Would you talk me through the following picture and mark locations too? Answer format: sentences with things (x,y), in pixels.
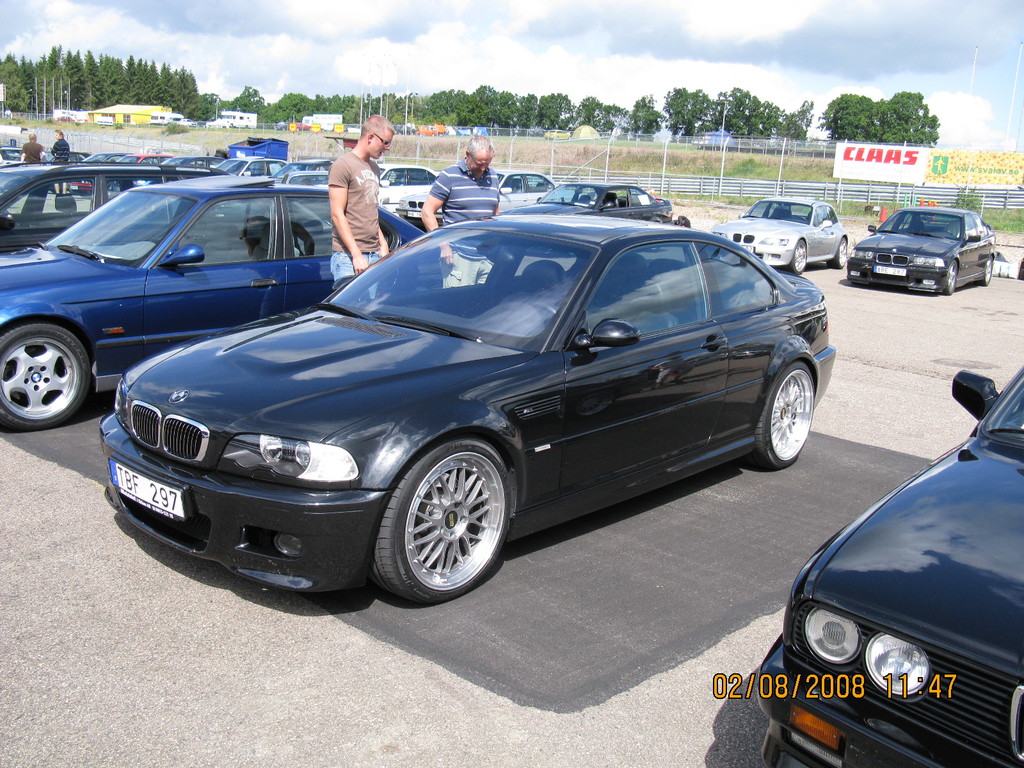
In the picture I can see the cars (112,379) parked in a parking space (1002,309). In the picture I can see four persons (367,225). In the background (18,86), I can see the metal fencing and trees (446,119). It is looking like a house (143,108) on the top left side (150,107). There are clouds (489,80) in the sky (601,60).
